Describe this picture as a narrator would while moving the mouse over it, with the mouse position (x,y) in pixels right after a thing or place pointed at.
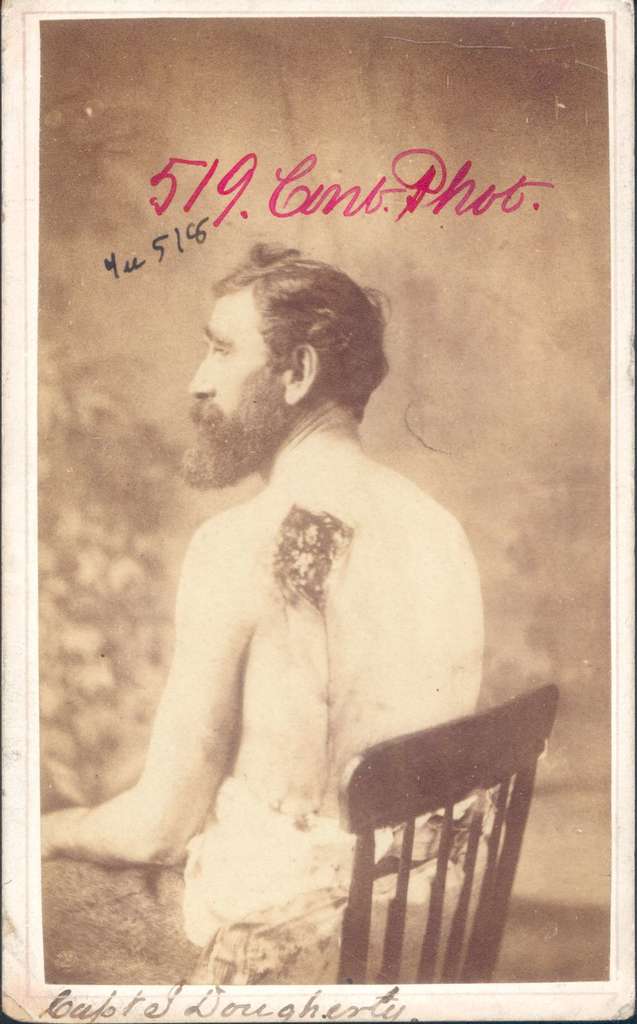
In this image we can see a photo (281,254). In the photo (157,428) we can see a person (236,814) sitting on a chair (504,800). At the bottom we can see the text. We can see the text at the top of the image (240,181).
